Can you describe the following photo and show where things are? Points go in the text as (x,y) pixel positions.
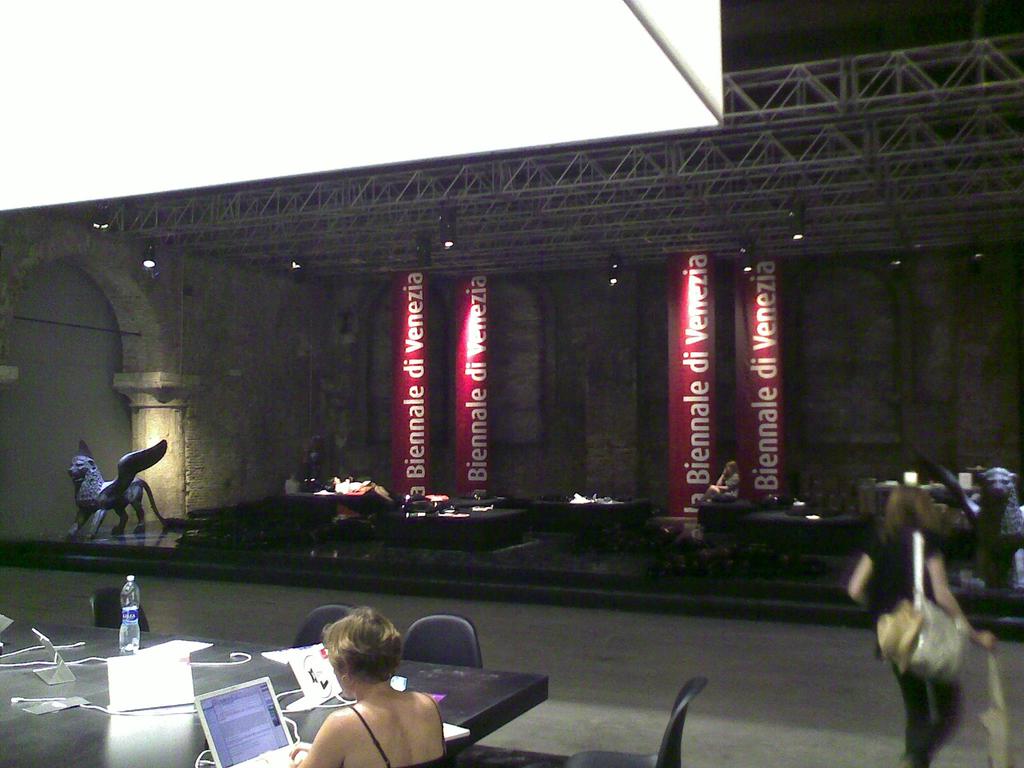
In this picture we can see the building (592,325), some people (346,718) are sitting on the chairs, in front (117,745) we can see the table (102,717) on it some laptops (162,710) and few objects (109,705) are placed.
